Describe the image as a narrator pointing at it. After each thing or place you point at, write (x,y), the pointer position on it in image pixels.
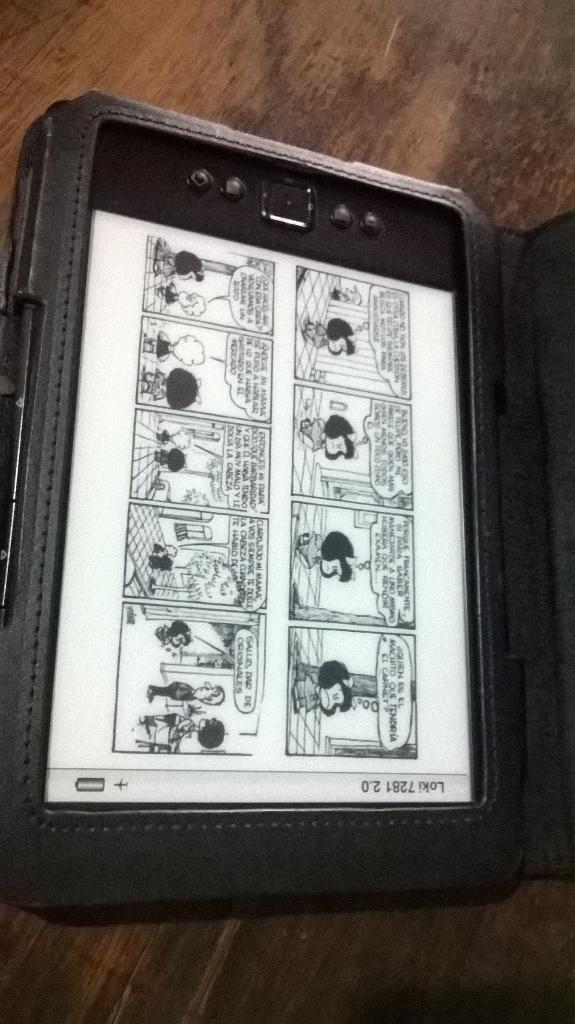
In this image there is a table (14,28), on that table (562,46) there is a tab (273,425), in that tab (307,382) there are cartoon pictures (239,488).
